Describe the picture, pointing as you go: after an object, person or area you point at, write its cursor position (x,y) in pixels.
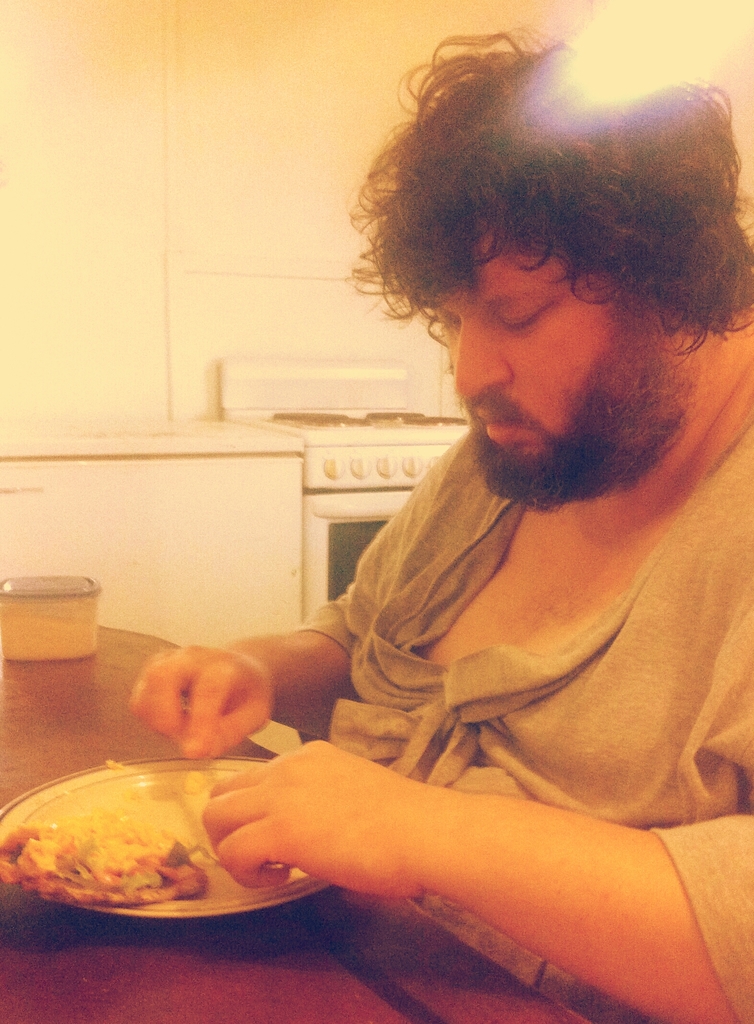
The man (466,553) in grey jacket (362,641) is sitting on the chair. In front of him, we see a brown table (97,681) on which a plate (139,844) containing food (152,869) and plastic box (76,645) are placed. Behind him, we see a gas stove (384,472) and a cupboard (181,507) in white color. Behind that, we see a white wall (222,214).
